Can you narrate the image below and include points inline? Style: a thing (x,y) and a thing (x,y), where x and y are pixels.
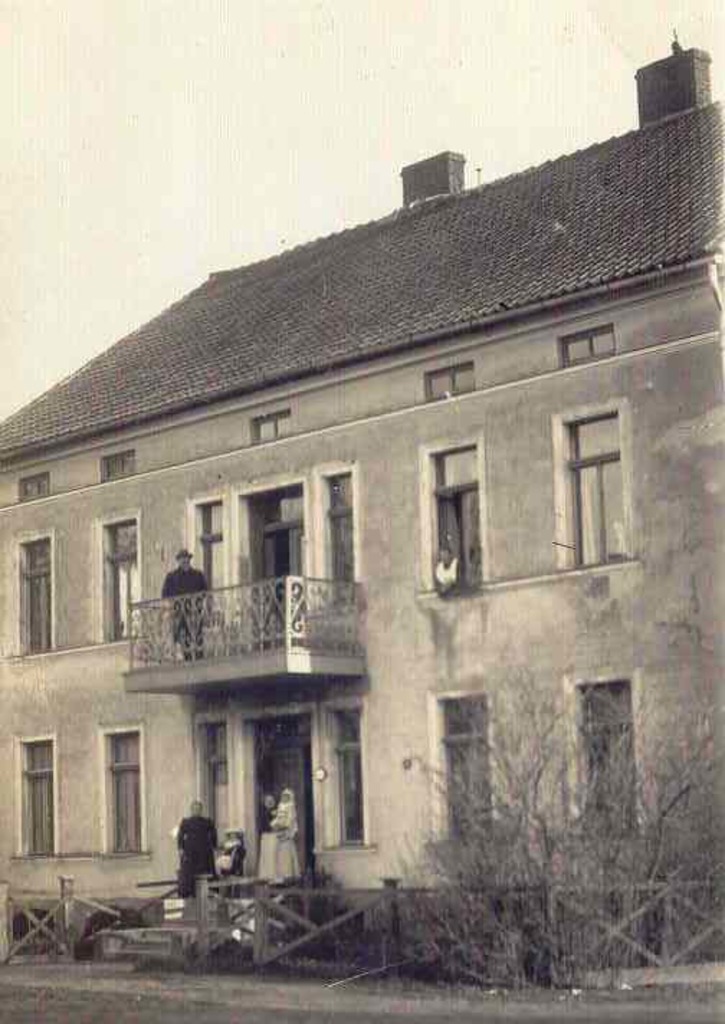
In this picture I can see a building (301,595) and few people (216,870) standing and I can see a human (454,576) peeking out from the window (473,538) and a cloudy sky (251,223) and few trees (540,789).
